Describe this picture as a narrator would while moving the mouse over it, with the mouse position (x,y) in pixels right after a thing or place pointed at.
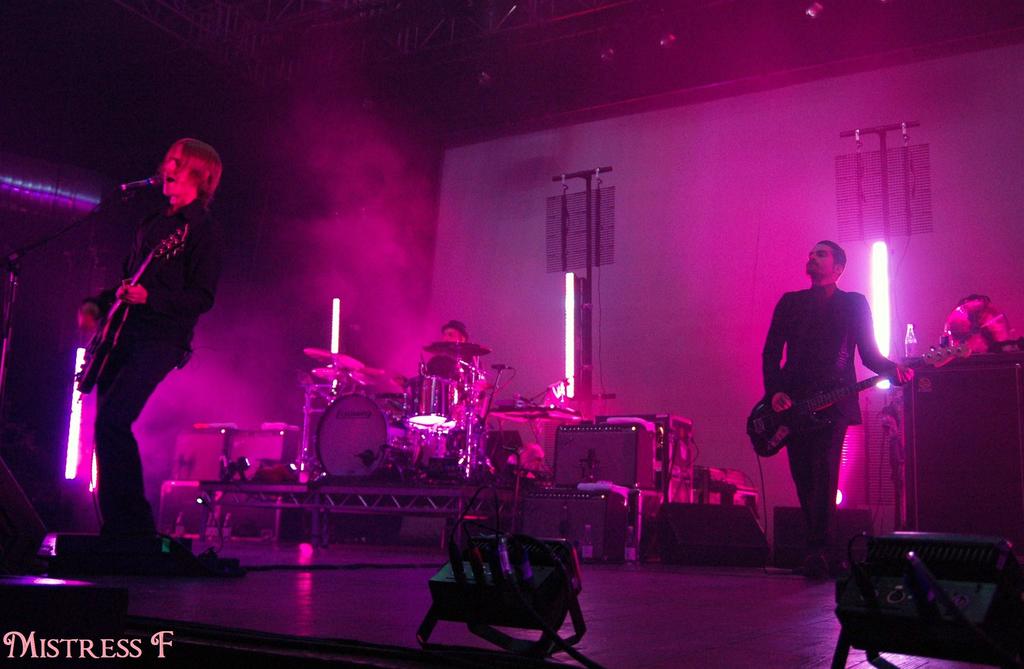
This man (139,258) is playing guitar (120,305) and singing in-front of mic (148,187). Far another person (833,323) is also playing guitar (776,437). Background (888,258) there are focusing lights (573,300). On this stage (473,496) this person (463,330) is playing these musical instruments (415,406). On floor (616,583) there are speakers (698,553) and devices (926,585).
